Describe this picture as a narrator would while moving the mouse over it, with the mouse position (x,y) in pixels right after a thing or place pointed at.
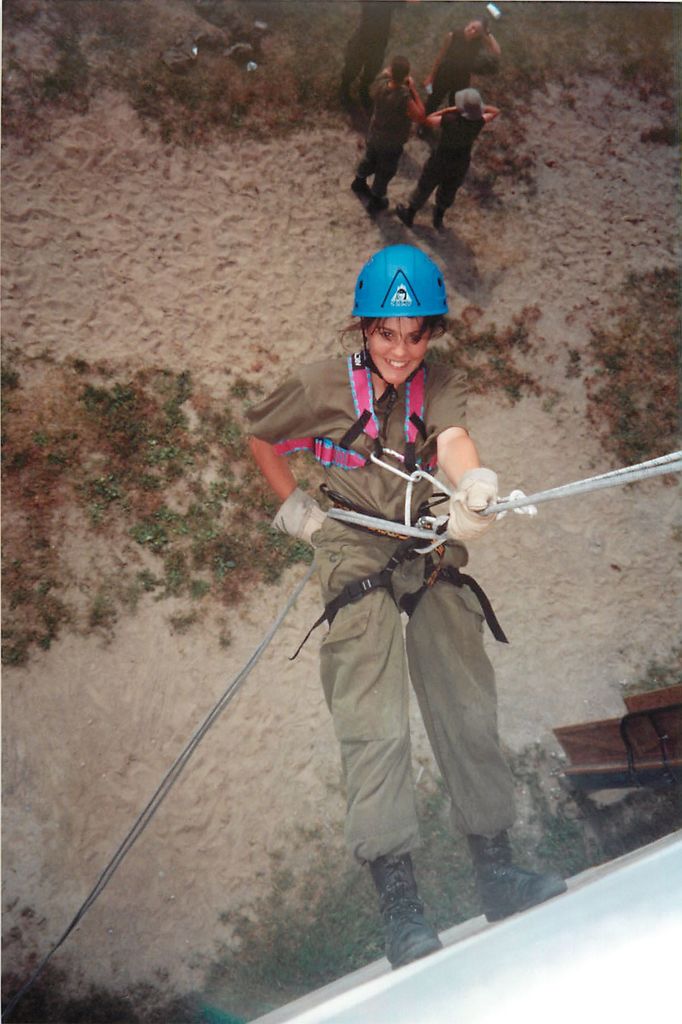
In this image we can see a person (356,447), ropes (612,478) and other objects (365,592). In the background of the image (344,207) there are persons (454,133), sand (70,192), tiny plants (238,393) and other objects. On the right side (575,939) bottom of the image (569,974) there is a wall (497,962).
